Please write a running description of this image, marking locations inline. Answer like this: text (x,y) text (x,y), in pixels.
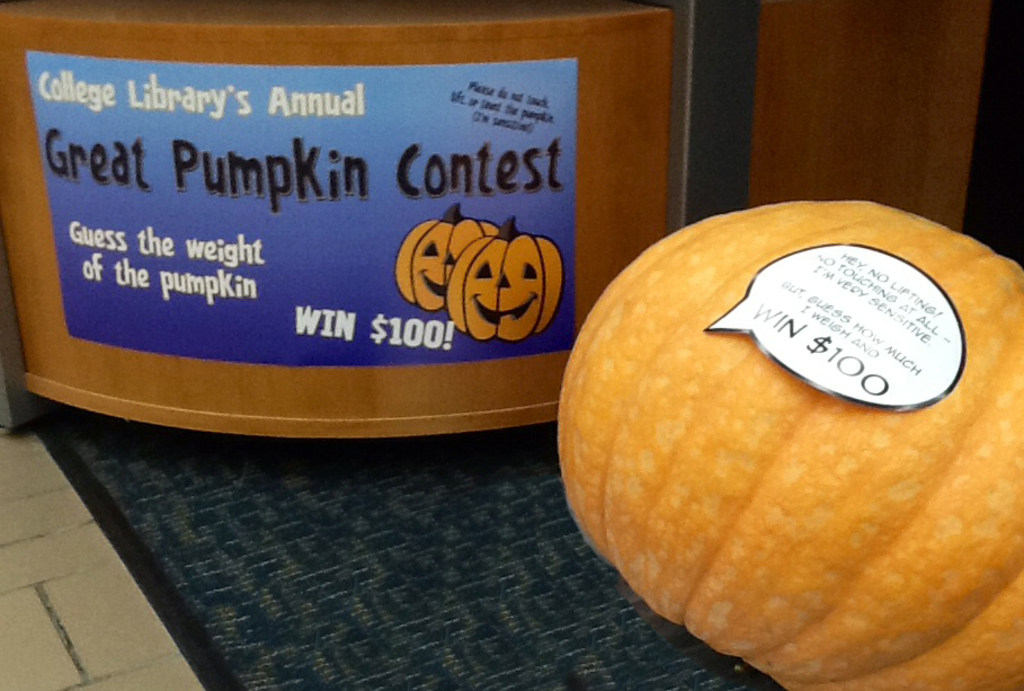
In this image on the bottom right (733,488) there is a pumpkin (751,489). On it there is a tag (846,334). In the background (144,302) there is a box like structure (346,298) on it there is a poster (415,228). On the floor (607,626) there is carpet (548,626).
